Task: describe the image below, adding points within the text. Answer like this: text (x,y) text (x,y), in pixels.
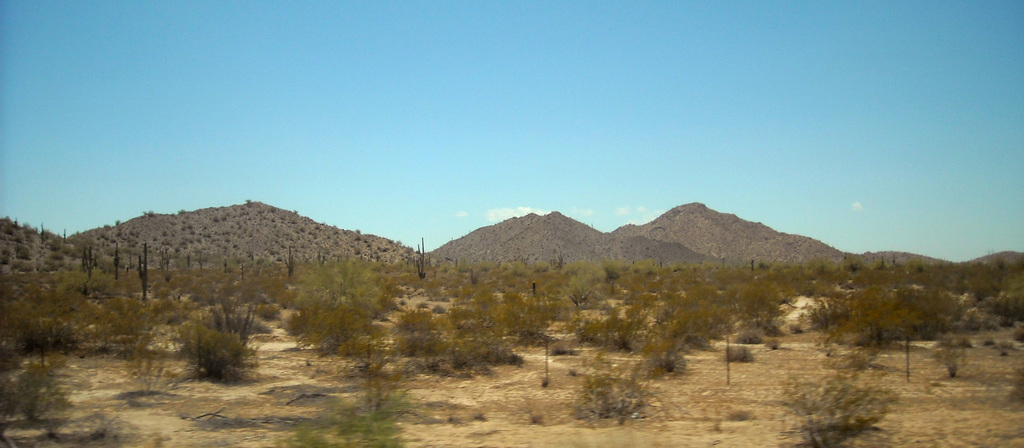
In this image I can see few mountains (804,239), trees (753,274) and dry grass (824,350). The sky (704,179) is in blue and white color.
